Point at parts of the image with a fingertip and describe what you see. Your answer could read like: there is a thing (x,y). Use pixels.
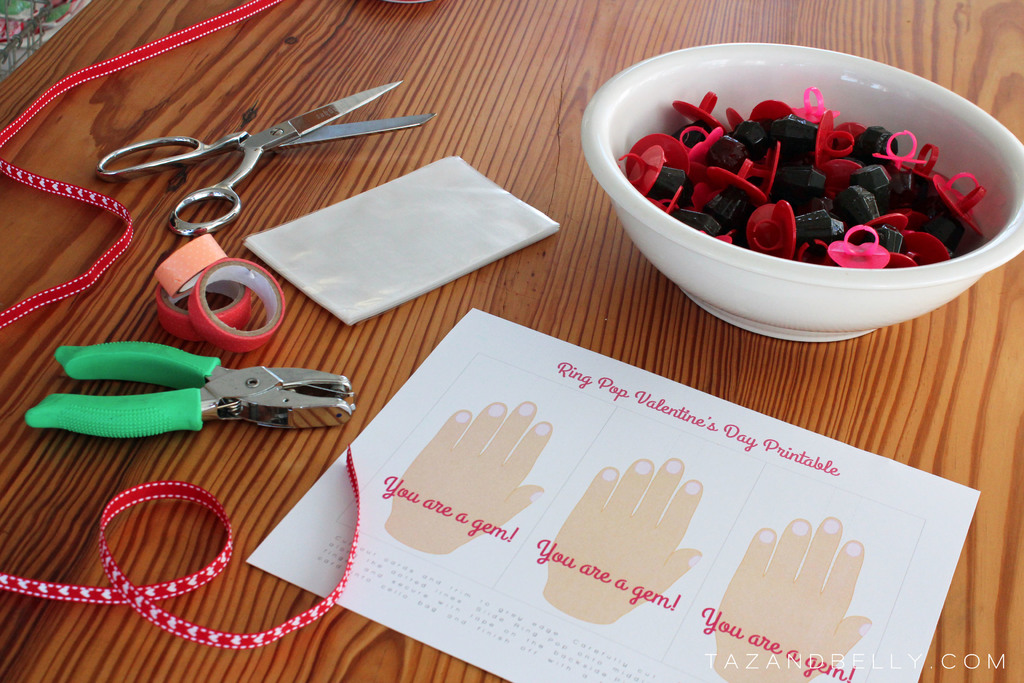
In this image there is a table (399,349) in the center (383,332). On the table (380,345) there are tapes (207,292), there is a scissor (261,154), hole punch (249,400), ribbon (113,589) and candy rings (823,183) in the bowl (724,177) which is white in colour and there is a paper (596,480) on which some text (541,543) is written on it.
